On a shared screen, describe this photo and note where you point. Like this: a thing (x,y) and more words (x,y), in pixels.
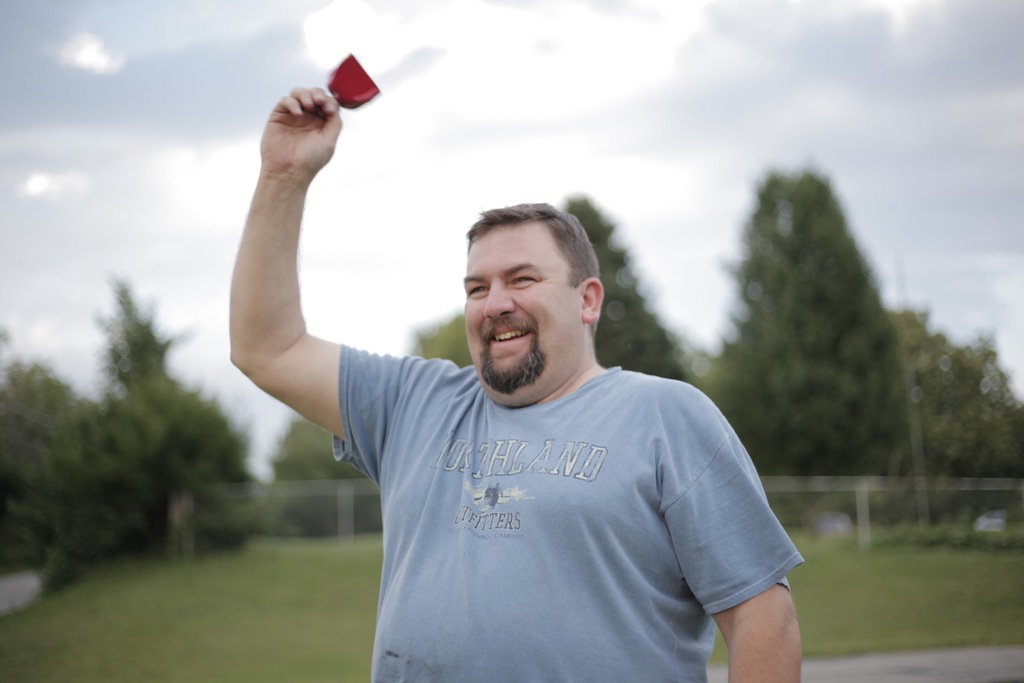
In this image there is a person (432,445) wearing a shirt (432,445) is holding an object (348,96) in his hand (319,153). Behind him there is grassland (959,566) having fence (953,487). Behind it there are few trees (44,513). Top of image (616,92) there is sky (619,65) with some clouds (619,65).
